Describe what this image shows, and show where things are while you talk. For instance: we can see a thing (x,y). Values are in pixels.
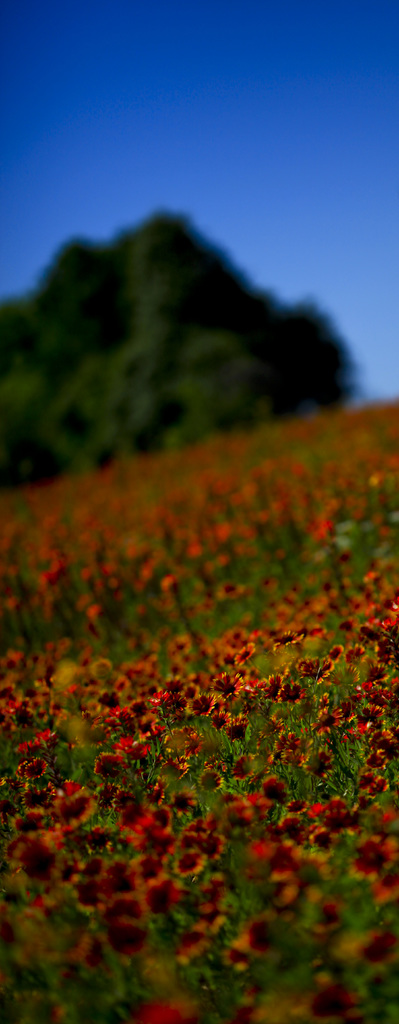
In the picture I can see many flowers (389,624) of the plants (192,766) and the background of the image (31,251) is blurred, where I can see trees (123,264) and the blue sky (197,204).
